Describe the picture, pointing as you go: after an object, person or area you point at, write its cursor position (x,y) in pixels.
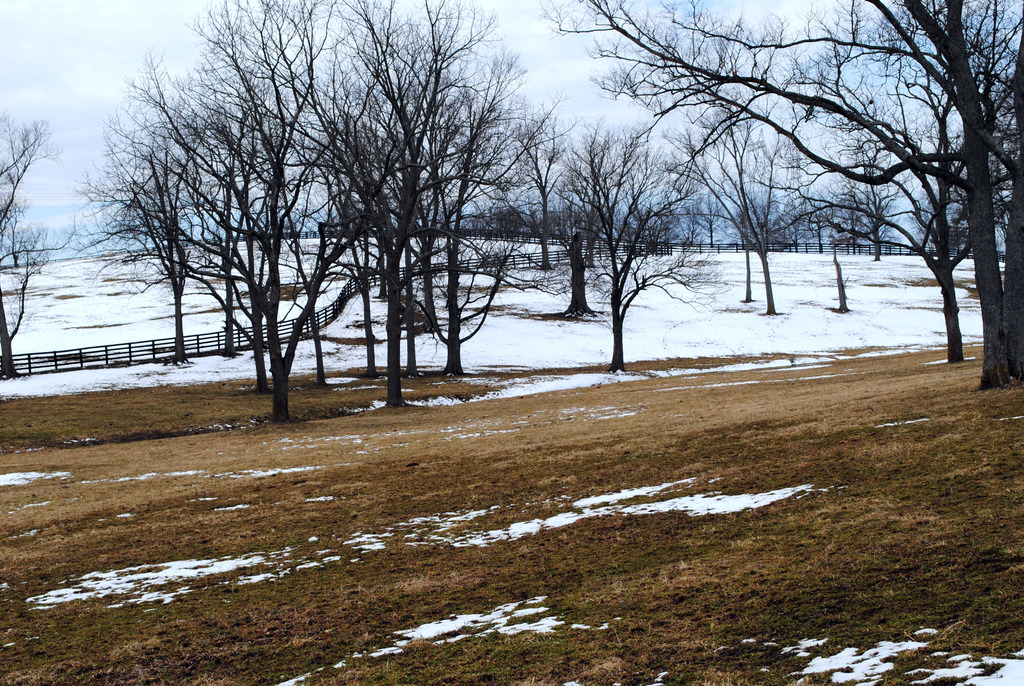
This is snow (515,354) and there is a fence (101,366). Here we can see trees (607,191) and this is ground (986,497). In the background (56,46) there is sky (171,91).
